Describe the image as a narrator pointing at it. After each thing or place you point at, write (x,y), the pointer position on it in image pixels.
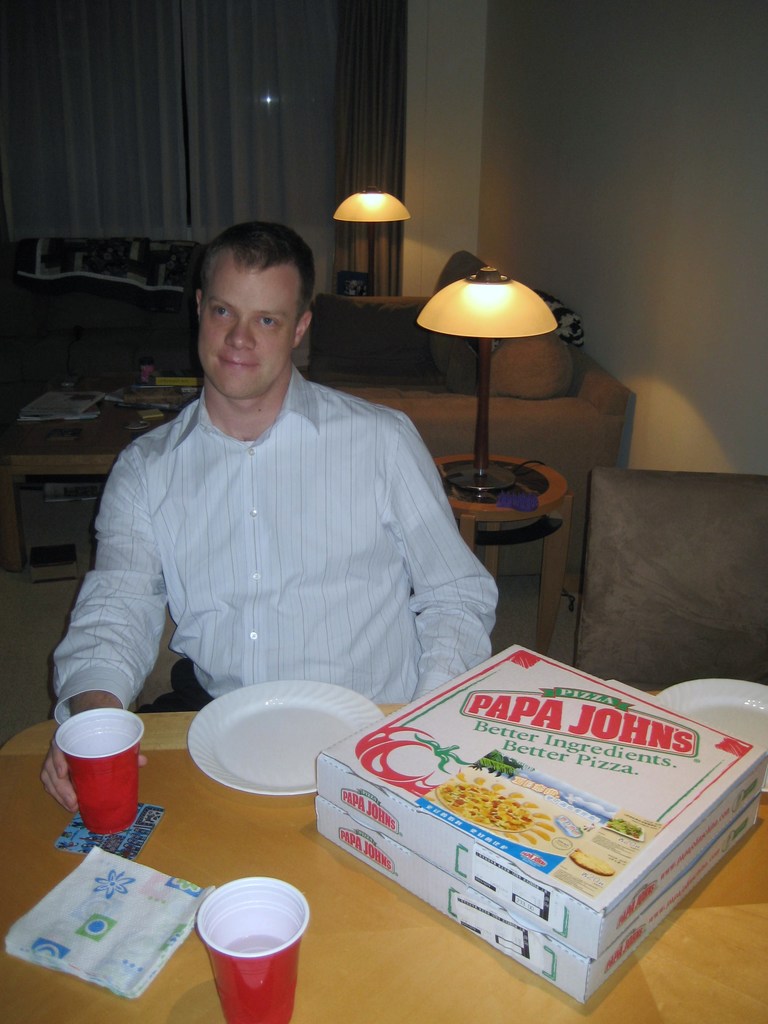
In this picture there is a man (103,638) who is sitting at the left side by holding the cup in his hand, there are two lamps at the right side of the image (527,323) there is a sofa (6,282) at the left side of the image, and there are two boxes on the table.
